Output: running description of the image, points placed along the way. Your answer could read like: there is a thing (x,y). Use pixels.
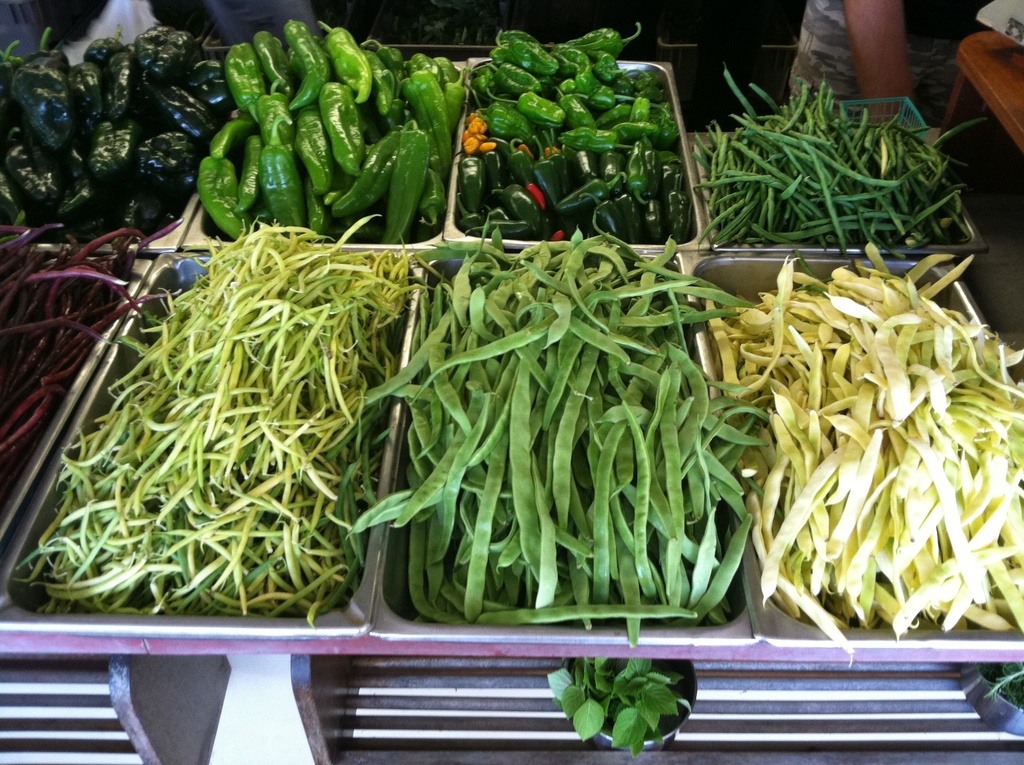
This image consists of raw vegetables (373,281) which are in the center (593,406). On the right side (994,95) there is a bench (1014,97), and at the top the legs (825,30) of the persons (861,48) are visible.
